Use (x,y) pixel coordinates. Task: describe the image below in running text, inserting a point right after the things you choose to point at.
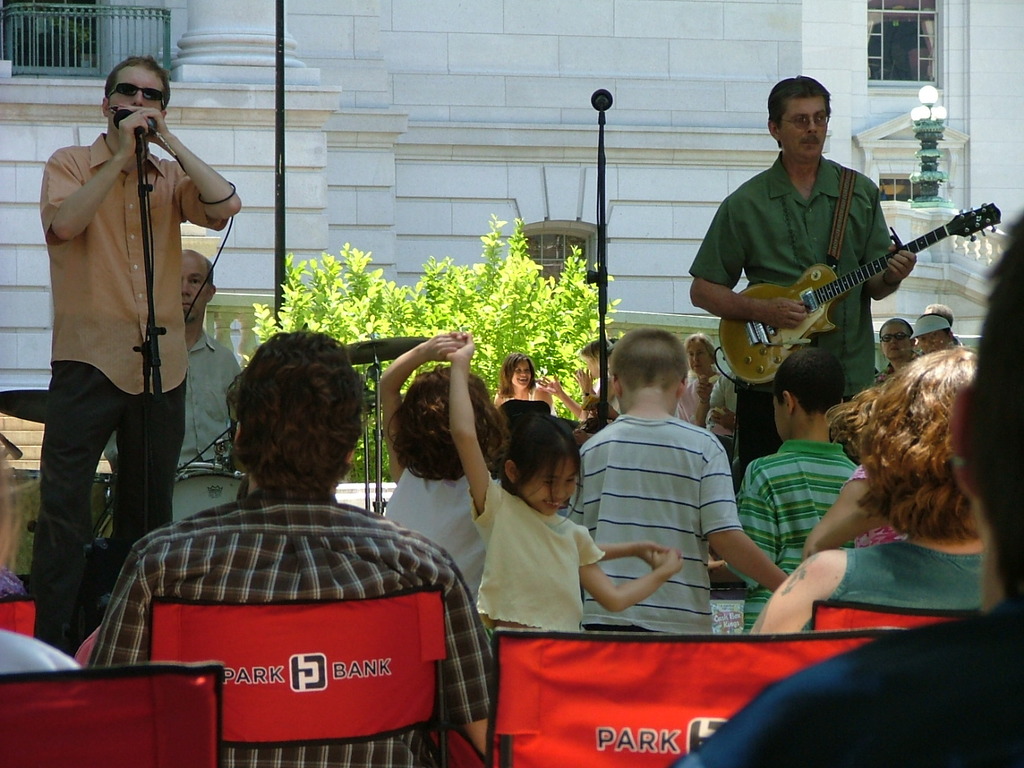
In this picture we can see some persons (994,736). He is playing guitar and he is singing on the mike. On the background (302,199) we can see the wall (441,233) and this is plant (412,313).
